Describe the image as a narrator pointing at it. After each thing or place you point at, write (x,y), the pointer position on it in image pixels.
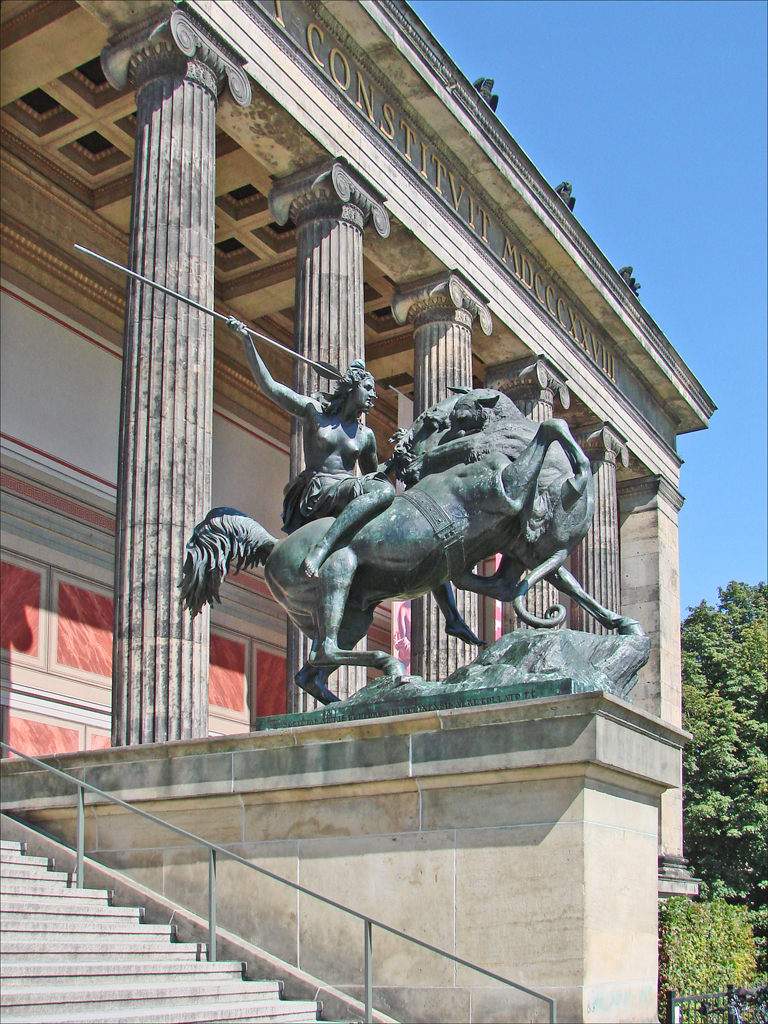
In this image we can see a building (249,669), in front of the building (261,615), we can see a statue (297,595), there are some trees (720,709), pillars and a staircase (129,927), also we can see the text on the building (399,215), in the background (619,68) we can see the sky (594,79).
